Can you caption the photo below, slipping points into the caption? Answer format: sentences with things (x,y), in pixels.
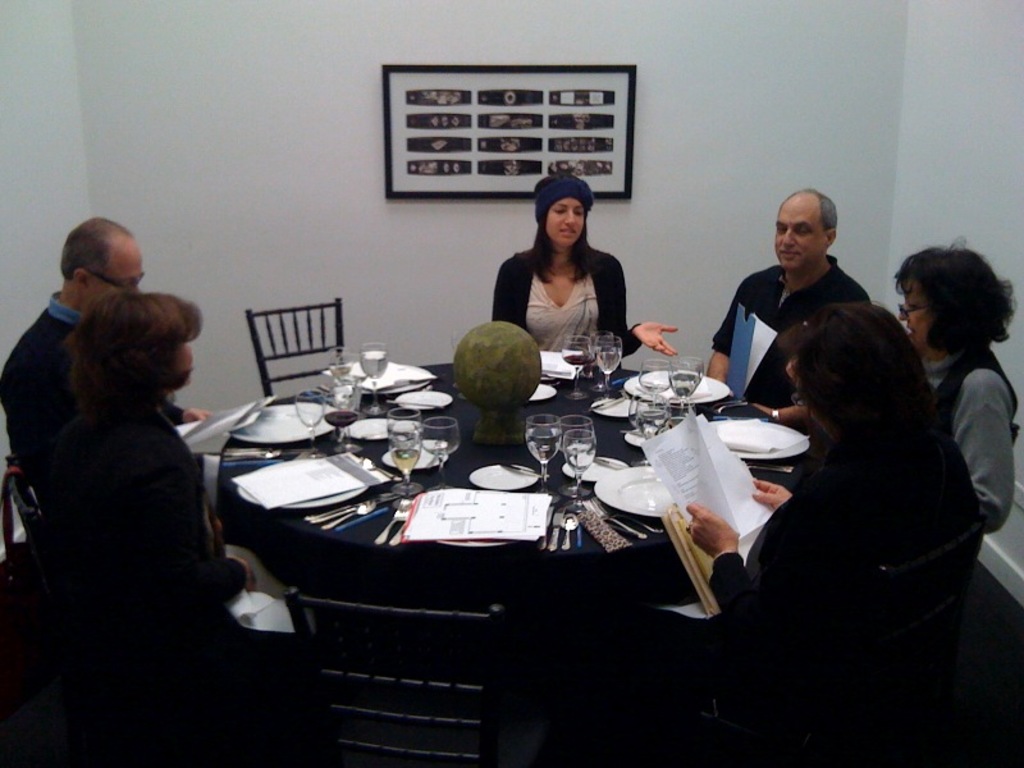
There are few people (719,356) here sitting on the chair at the table (245,527) in a circular pattern. On the table (557,553) we can see papers (522,532), spoons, forks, knives (385,500) and glasses (410,462) and plates (546,397). There is a frame (478,113) on the wall (376,149).
